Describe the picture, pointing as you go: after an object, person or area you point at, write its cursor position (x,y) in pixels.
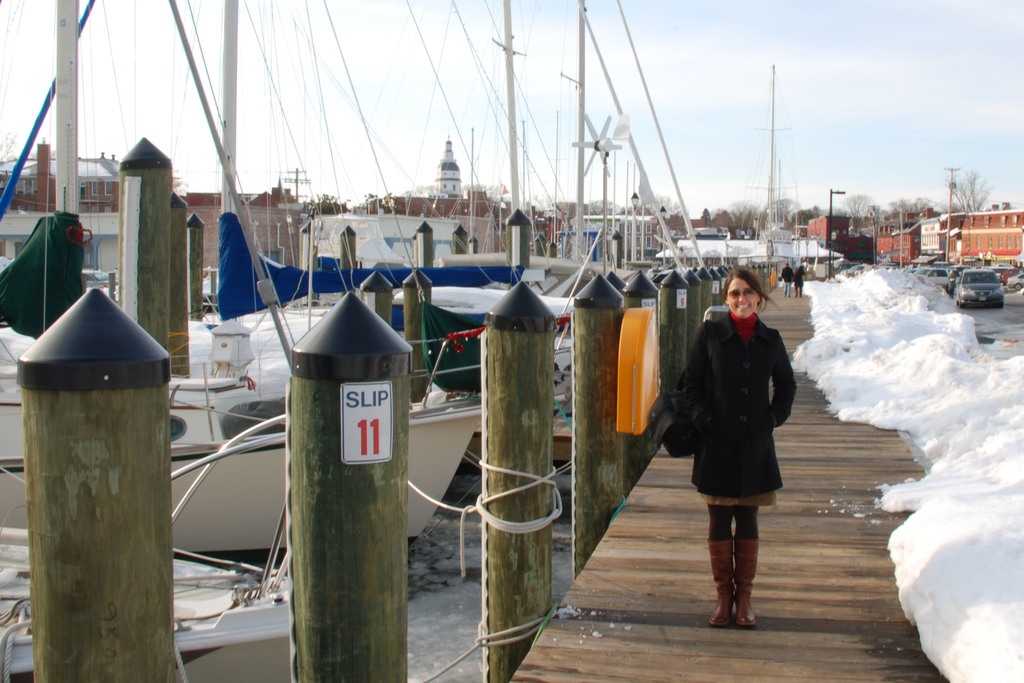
In this image we can see a person (725,578) standing on a wooden surface (703,590). Beside the person (737,508) we can see a group of wooden logs (537,372), boats (192,534) on water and snow (998,451). Behind the person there are group of trees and buildings (292,248). At the top (526,95) we can see the sky (565,95).
